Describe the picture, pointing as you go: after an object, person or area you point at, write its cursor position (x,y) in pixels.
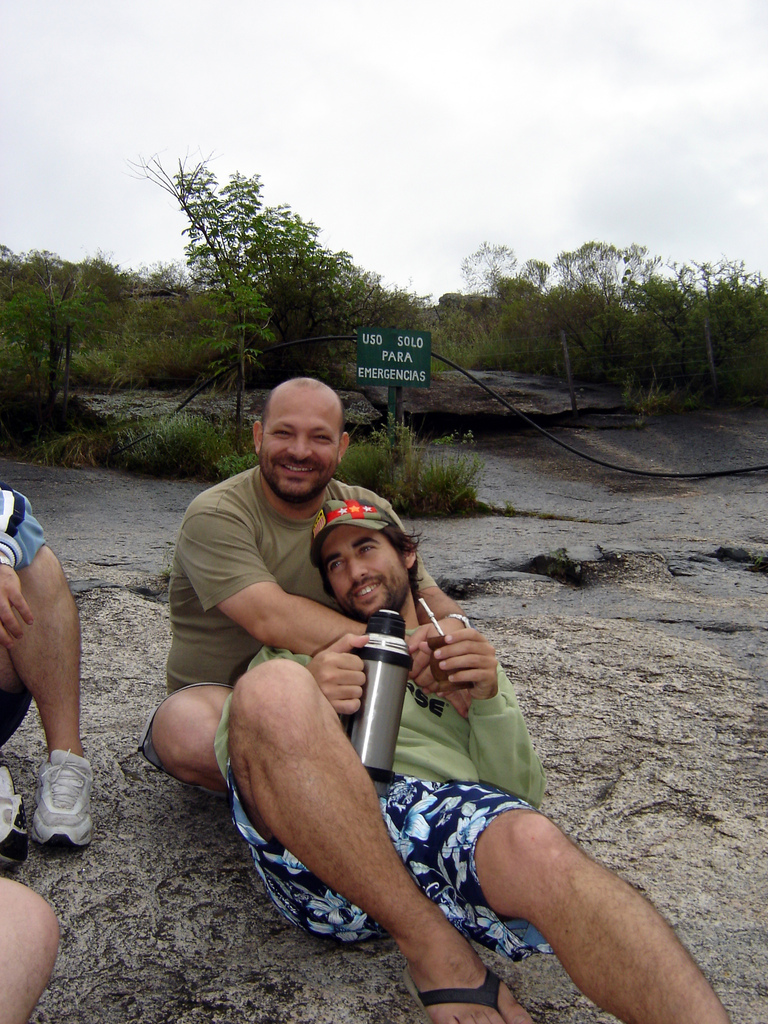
In this picture there are two men (404,822) in the center of the image (426,663), the man (405,732) is holding a flask (383,664) in his hands (350,662) and there are other people (13,702) on the left side of the image (3,795) and there is a sign board (402,372) and trees (442,326) in the background area of the image (350,296).
